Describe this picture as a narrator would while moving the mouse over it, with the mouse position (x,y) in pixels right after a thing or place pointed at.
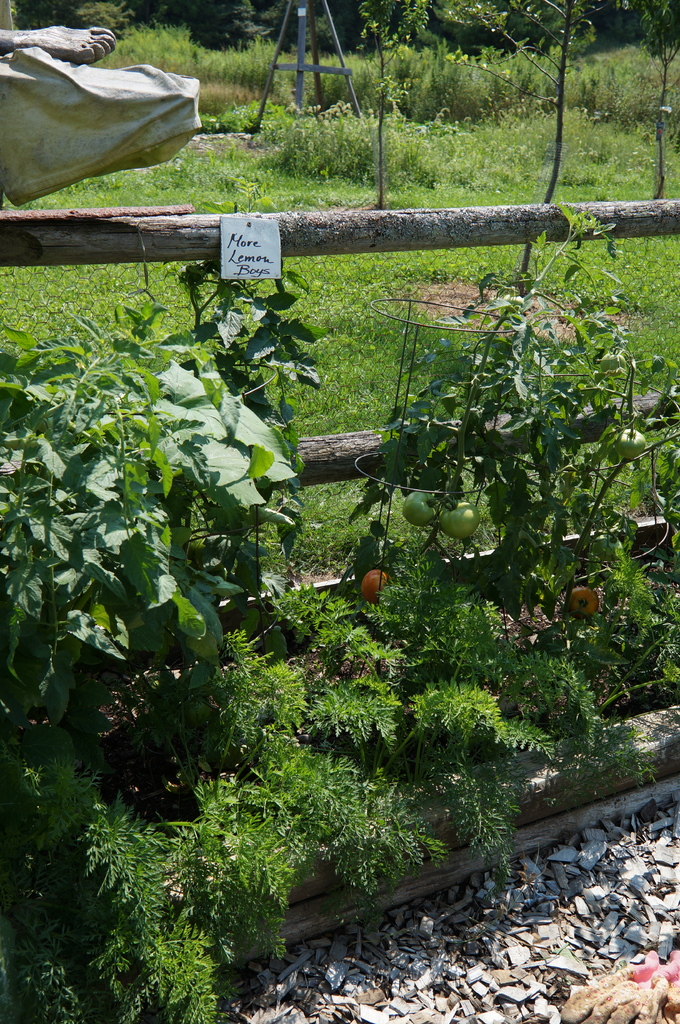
In the foreground of the picture (92,591) there are plants (142,352), wooden fencing (133,255), stone (480,971), fruits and grass (327,544). On the left (101,125) it is looking like a sculpture (119,152). In the middle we can see grass (142,283). At the top (421,90) there are plants (320,61), trees (544,18) and a wooden object (317,90).
